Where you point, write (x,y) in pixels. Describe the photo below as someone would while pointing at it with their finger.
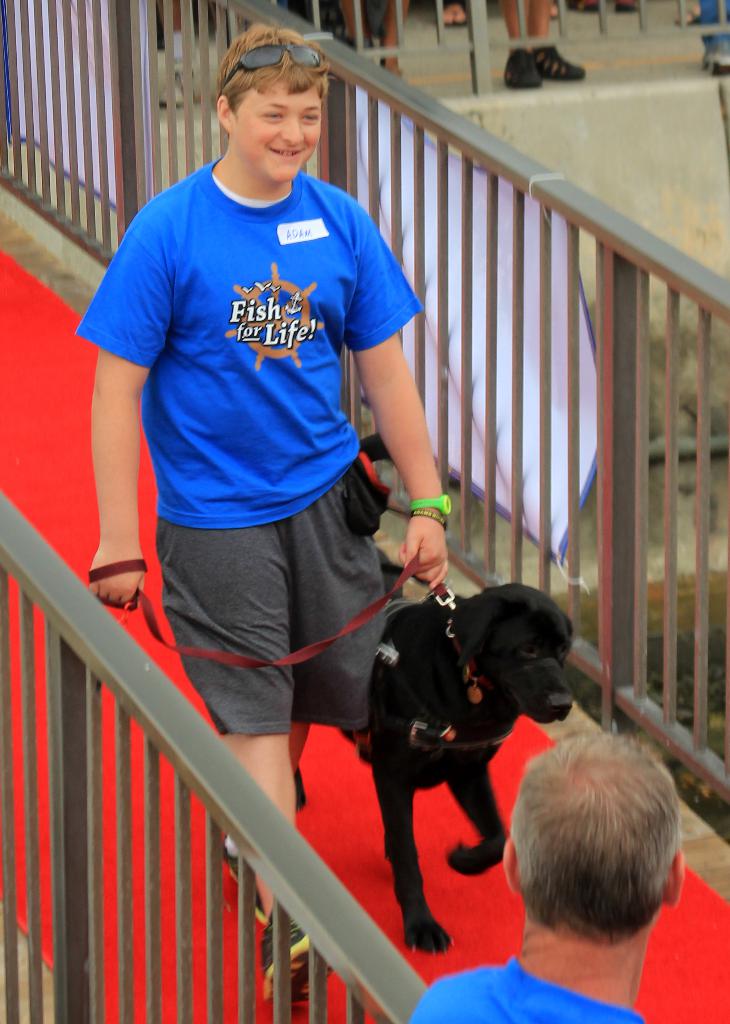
In this picture we can see a man (277,313) smiling and holding rope (399,576) with his hand (441,558) of a dog (504,618) beside him and he is walking on a bridge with fence (247,944) and in the background (479,330) we can see banners (143,35), some persons legs (459,18) and in front (486,1007) man (525,854).
